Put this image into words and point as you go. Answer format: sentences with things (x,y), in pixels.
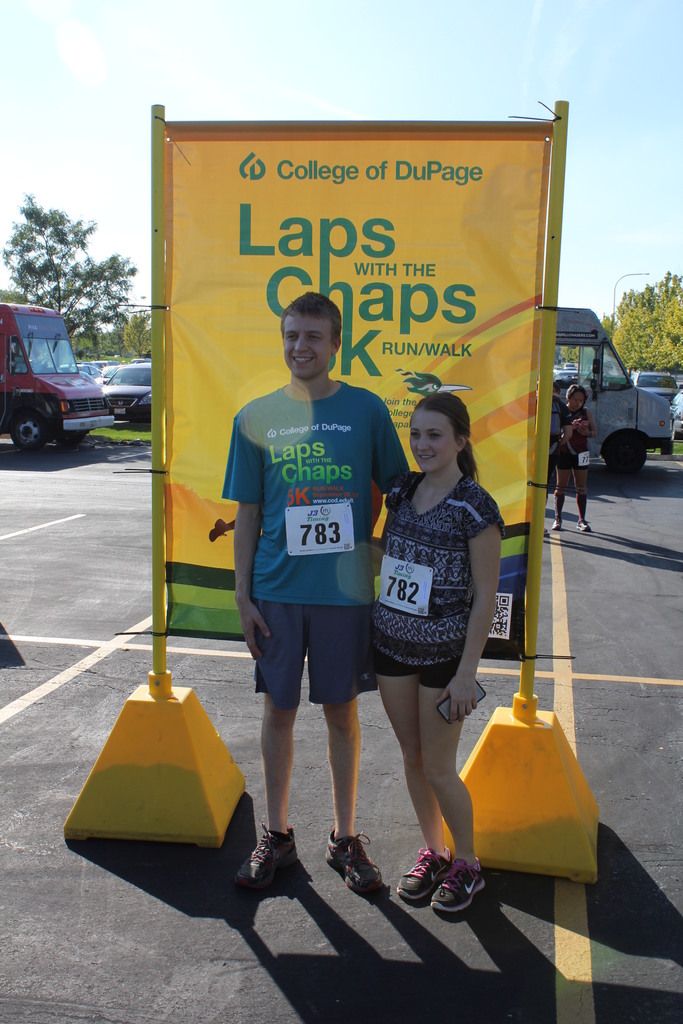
Here we can see a man (391,456) and a woman (424,618) posing to a camera and they are smiling. Here we can see vehicles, trees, banner (497,275), and a person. In the background (521,53) there is sky (311,36).
